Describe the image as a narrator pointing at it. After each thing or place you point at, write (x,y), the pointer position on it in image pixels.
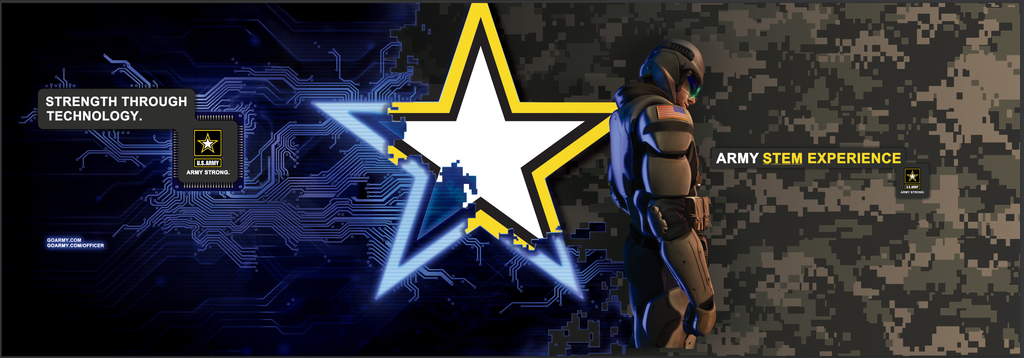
In this image I can see the digital art. In the image I can see the person (671,227) standing. To the left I can see the star (426,133) and something is written on it. I can see the blue, black and ash color background (342,202).
